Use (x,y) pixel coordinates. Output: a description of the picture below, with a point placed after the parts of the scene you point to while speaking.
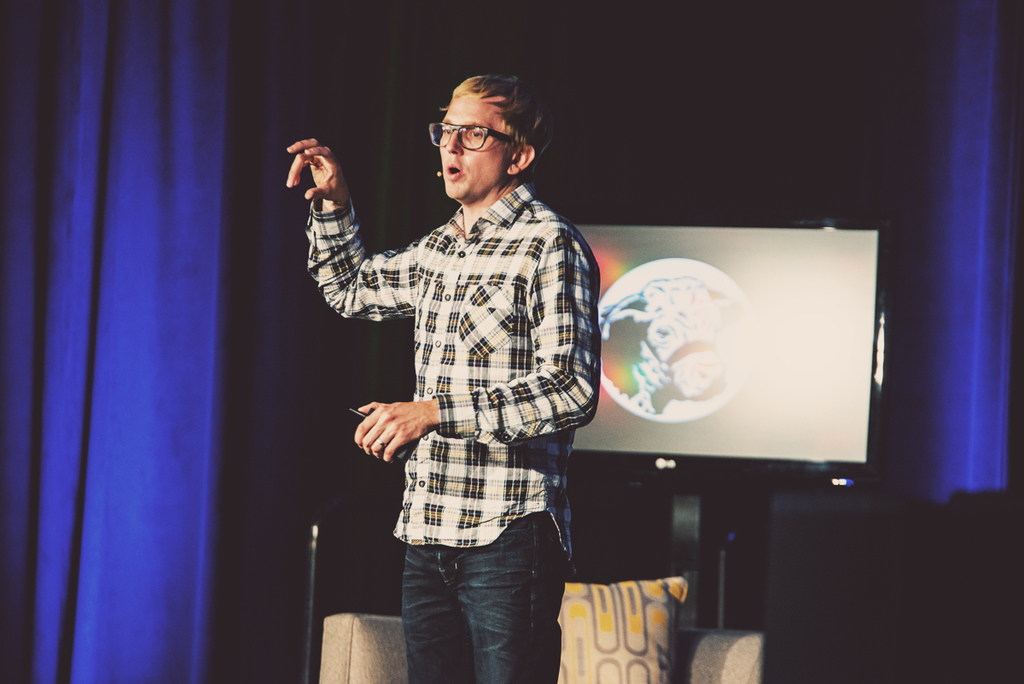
In this picture we can see a man (411,476) holding an object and explaining something. Behind the man (456,552), there is a cushion (623,639) on the chair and there is a television (768,356). Behind the television (621,357), there is a dark background (647,159). On the left (146,227) and right side of the image (979,322), there are curtains (996,339).
